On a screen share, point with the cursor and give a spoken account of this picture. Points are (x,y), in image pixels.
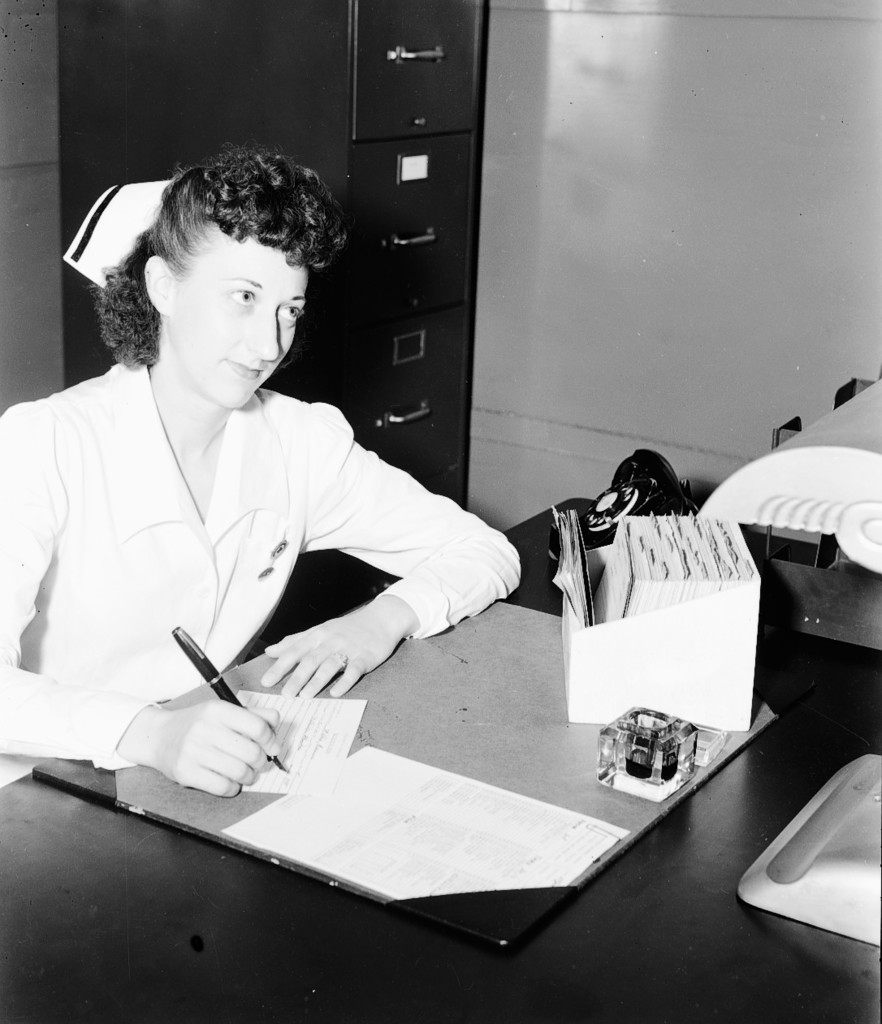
In this picture we can see women (80,486) wore cap (104,230), coat (236,423) and smiling and she is writing with pen (284,764) on paper (323,735) placed on table (292,917) and we can see inkwell (622,736), rack (614,598), telephone (604,538) and in background (435,171) we can see cupboard (472,185), wall (501,278).
